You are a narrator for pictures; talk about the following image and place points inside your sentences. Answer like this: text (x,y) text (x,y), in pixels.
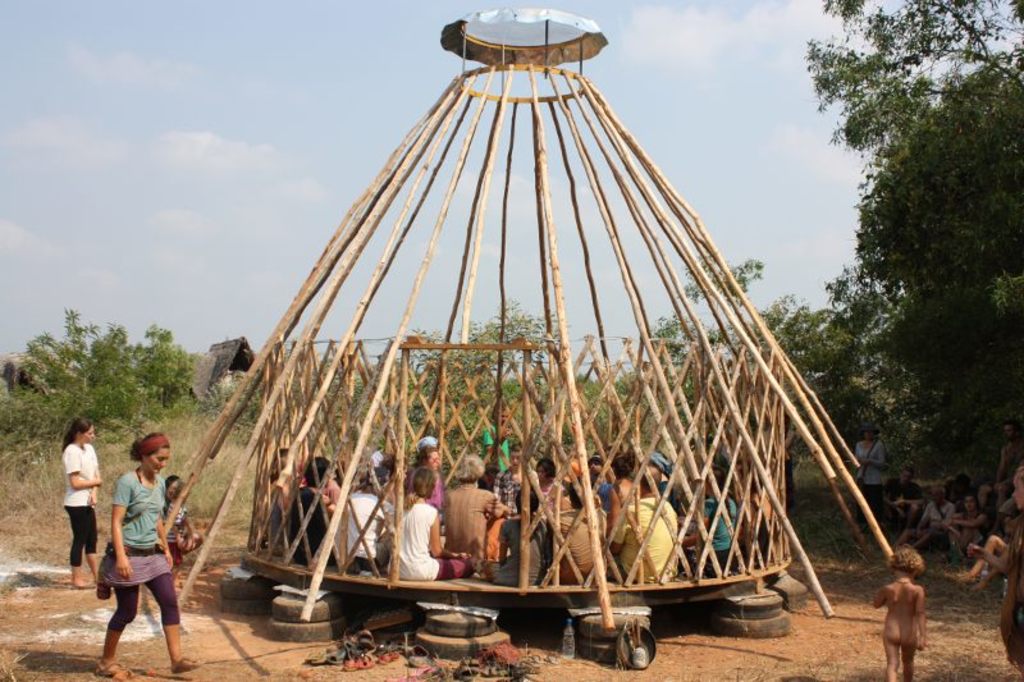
This is an outside view. Here I can see few people (367,499) are sitting on a wooden bench (739,579). Around these people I can see few people (166,572) are standing. On the top of this bench (392,581) few sticks (430,127) are attached to a metal object (499,62). On the right (892,513) I can see few people (945,496) are sitting under the tree (976,278). On the top of the image (725,103) I can see the sky (681,145).
